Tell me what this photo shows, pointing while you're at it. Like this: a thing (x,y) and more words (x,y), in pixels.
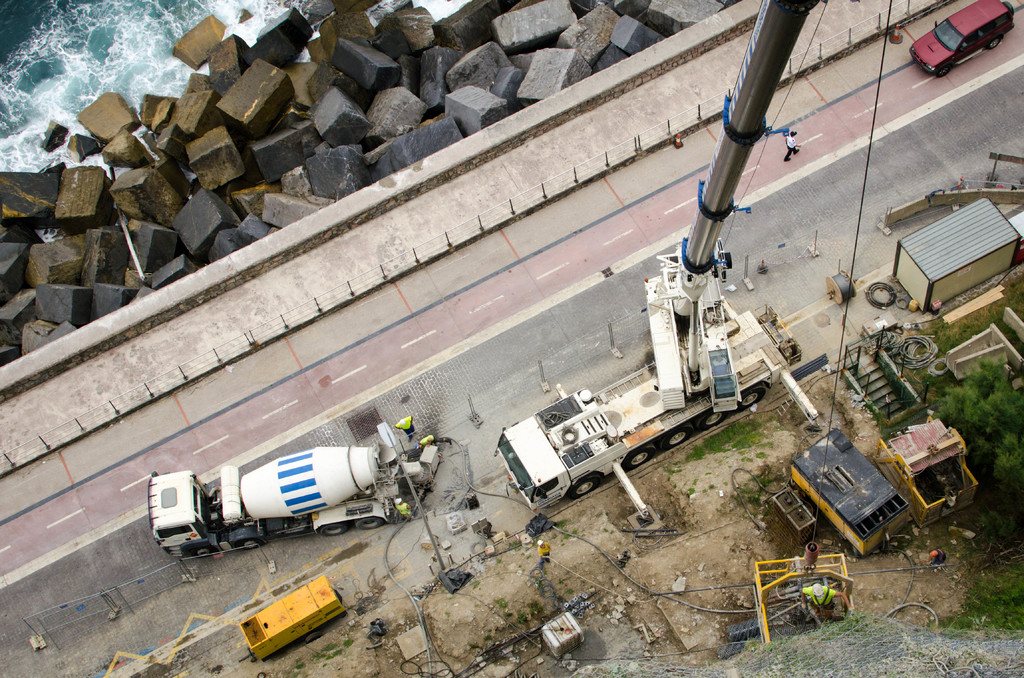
There are lorries (389,453) and red color car (945,67) on the road (805,246), on which, there is a person (786,154) walking, near a footpath (694,152). On the right side (929,237), there is a building (983,237), near shelters (894,499) and trees (972,463). In the background (635,16), there are rocks (146,138) near water (104,27) of the ocean (173,11).
